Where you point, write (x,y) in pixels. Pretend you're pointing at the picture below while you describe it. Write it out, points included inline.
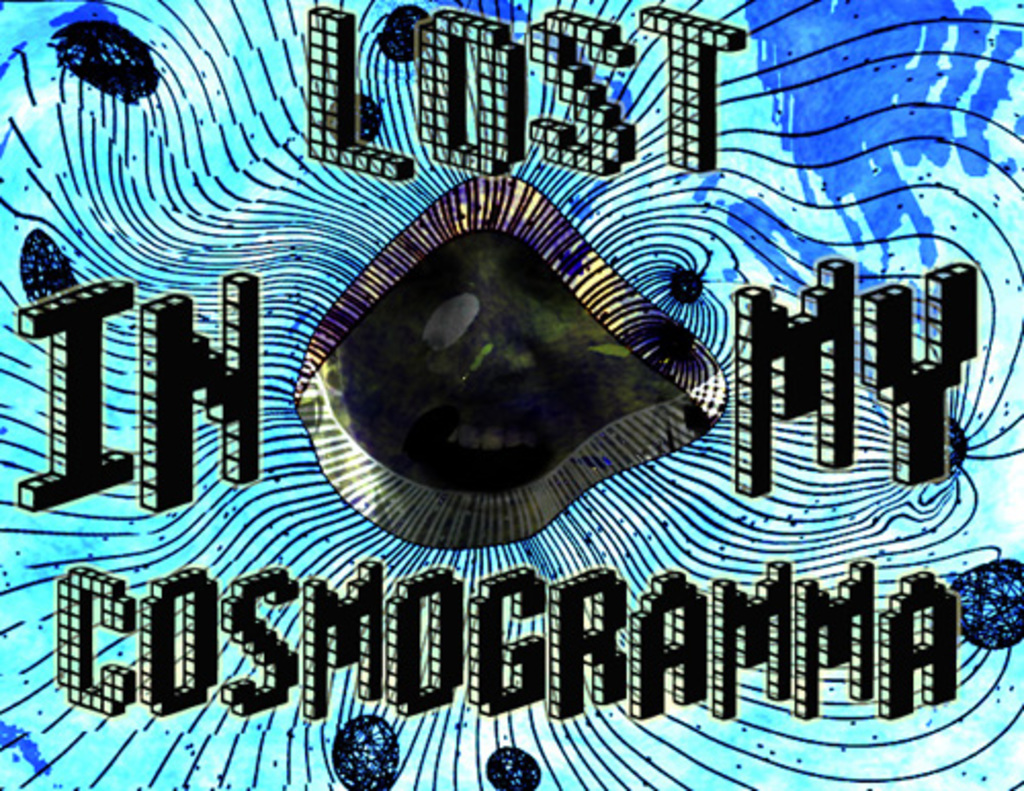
This is the graphical image. In this picture, we see some text (563,89) written in black color. In the background (298,186), it is blue in color.
